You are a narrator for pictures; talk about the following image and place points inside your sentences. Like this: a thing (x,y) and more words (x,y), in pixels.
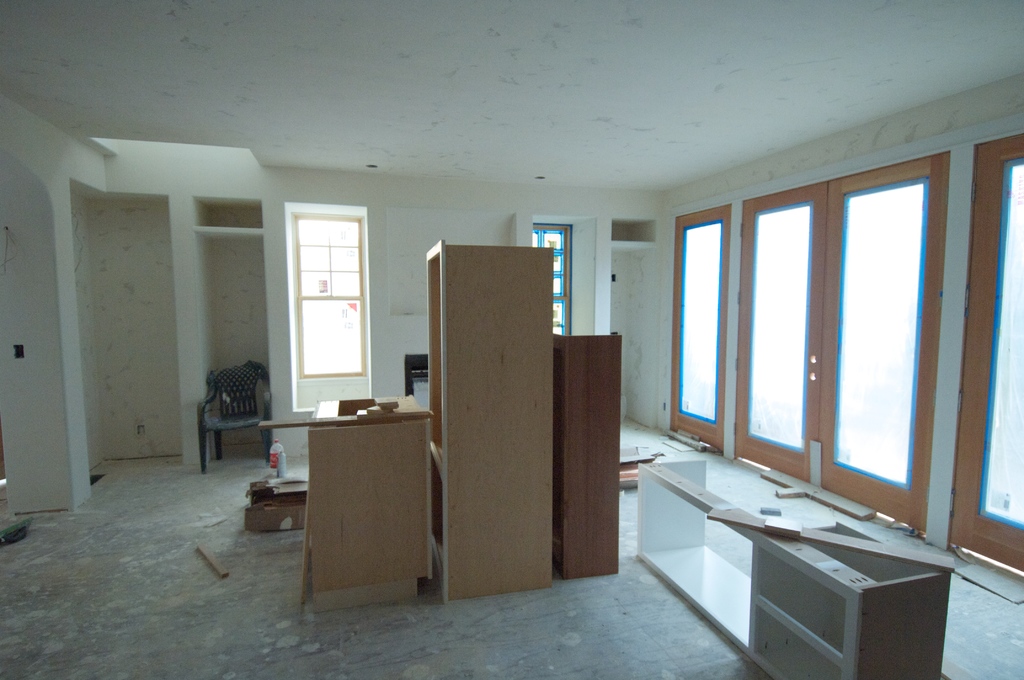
This is an inside picture of a room (419,247), there are some cupboards (470,416), doors (825,332), windows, chair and some other objects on the floor (123,541).
